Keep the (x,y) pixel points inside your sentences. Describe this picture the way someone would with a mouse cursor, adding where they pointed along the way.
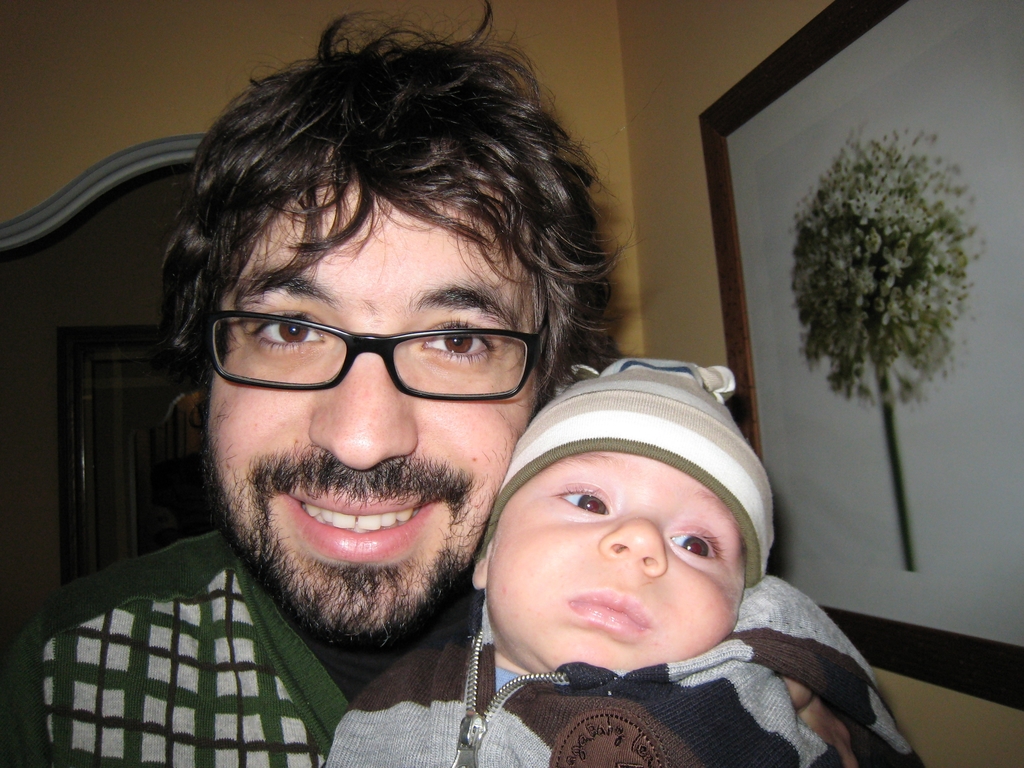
This is the man (178,654) smiling. I think he is holding a baby (498,719). This looks like a photo frame (754,226), which is attached to the wall (675,172). In the background (140,163), I think this is an arch (127,171).
